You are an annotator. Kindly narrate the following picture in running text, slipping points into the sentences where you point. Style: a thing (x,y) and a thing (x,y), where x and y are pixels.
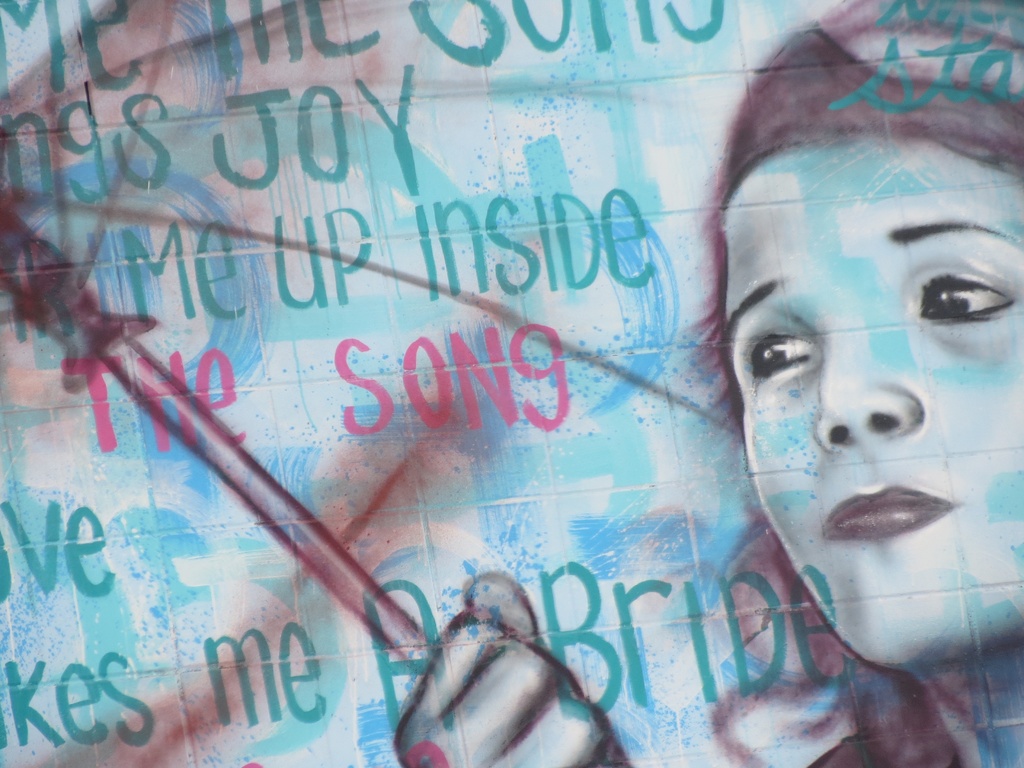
On the right of this picture (850,388) we can see the sketch (856,170) of a person (966,510) holding some object (5,254). On the left (197,395) we can see the text (362,377).
